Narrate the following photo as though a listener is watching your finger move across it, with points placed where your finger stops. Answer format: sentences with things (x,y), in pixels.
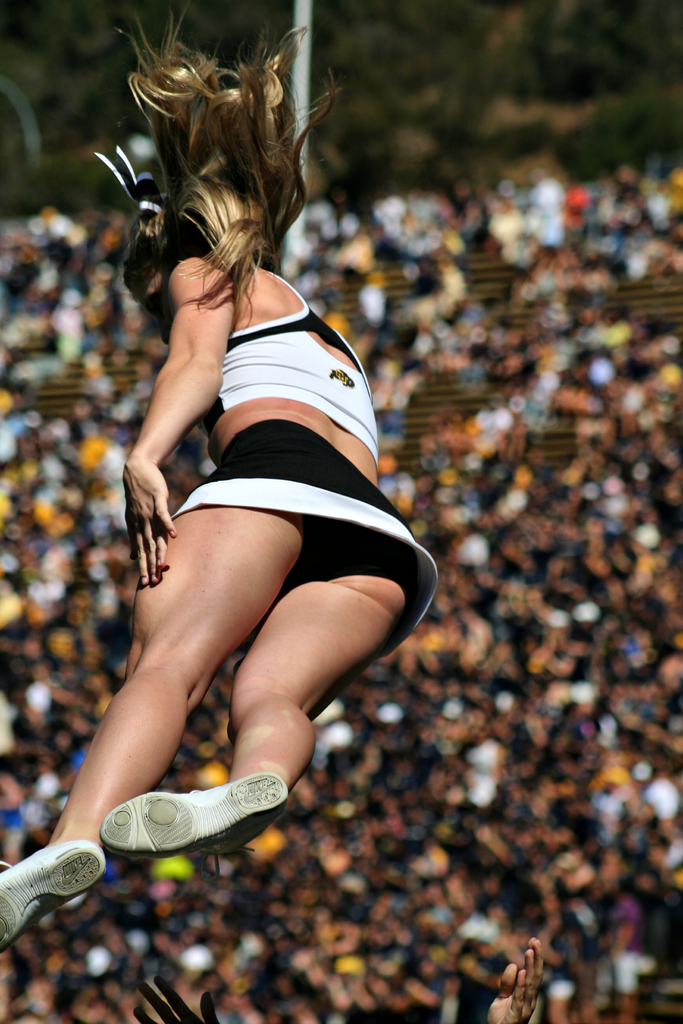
In this image I can see the person (247,535) in the air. I can see the person (240,412) wearing the white and black color dress (320,538). In the background (467,618) I can see many people (433,759), pole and trees (353,101). But I can see there is blurred background (374,104).
